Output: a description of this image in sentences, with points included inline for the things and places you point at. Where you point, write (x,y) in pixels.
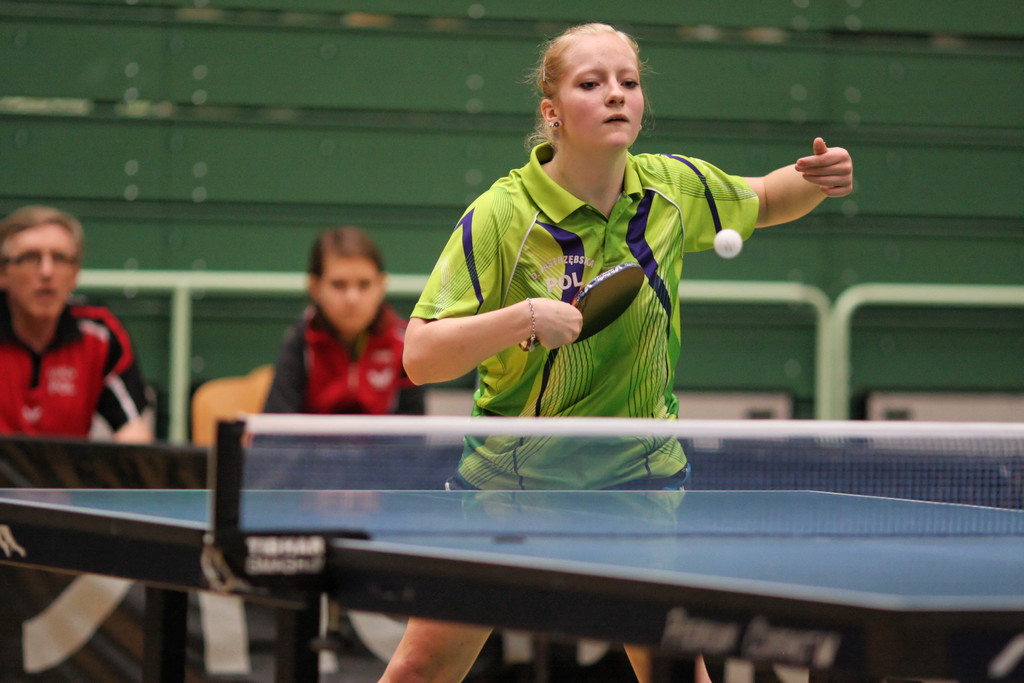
In the image there is a woman (566,326) wearing a green jersey (609,256) playing table tennis and back side there is woman (334,374) and man (59,359). It seems to be of play area (164,516) for table tennis.
